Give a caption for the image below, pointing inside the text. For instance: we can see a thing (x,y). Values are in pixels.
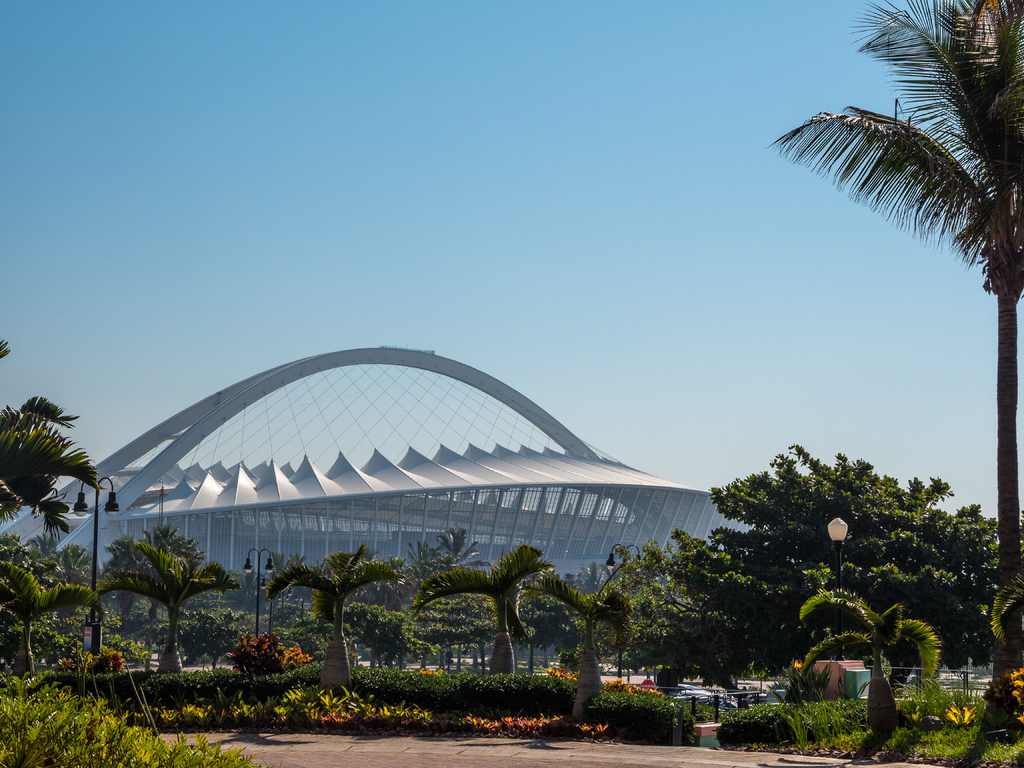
In this picture we can see a few plants (71,703) in the bottom left (132,715). There are some plants (379,686) and trees (636,621) from left to right. We can see street lights (831,536) on the right (840,524) and left side of the image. We can see a stadium (141,493) in the background (554,527). Sky (434,416) is blue in color.
